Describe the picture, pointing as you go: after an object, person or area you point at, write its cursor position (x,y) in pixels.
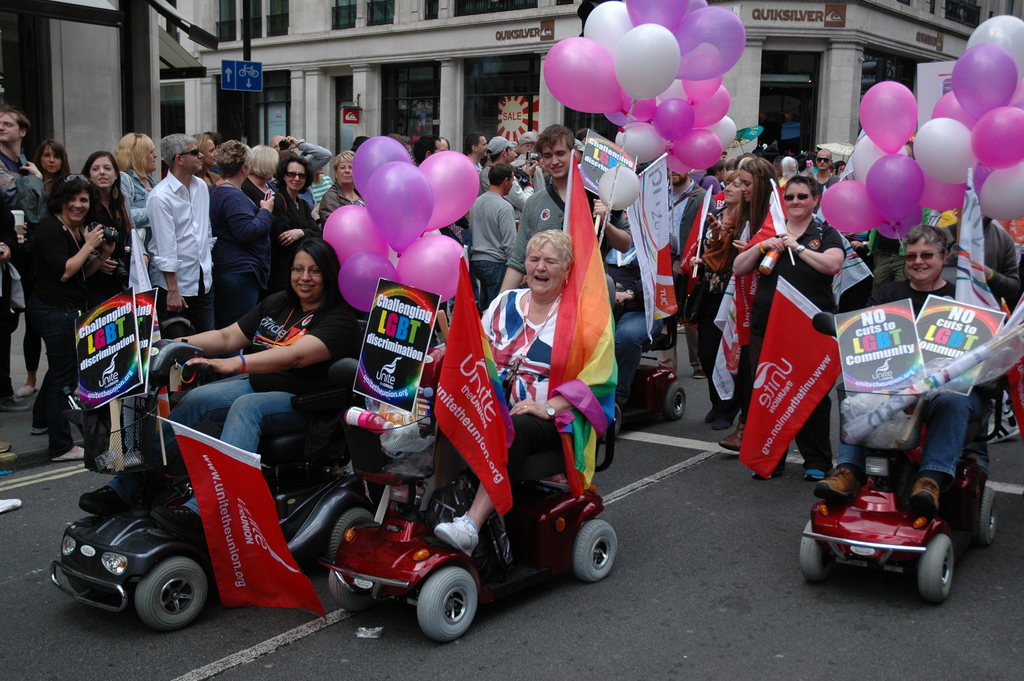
This image is taken outdoors. At the bottom of the image (83,618) there is a road (656,592). In the background (390,73) there is a building (922,20) with walls (922,20), windows (493,60), pillars (454,87) and a door (781,85) and there are a few boards (501,97) with text (776,18) on them and there is a sign board (237,76). In the middle of the image (585,228) many people (184,309) are standing on the road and they are holding flags (793,348) and placards (377,336) with text (895,348) in their hands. A few people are holding balloons (679,89) in their hands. Three women (916,315) are sitting on the mobility scooters (362,533) and moving on the road (794,599).
